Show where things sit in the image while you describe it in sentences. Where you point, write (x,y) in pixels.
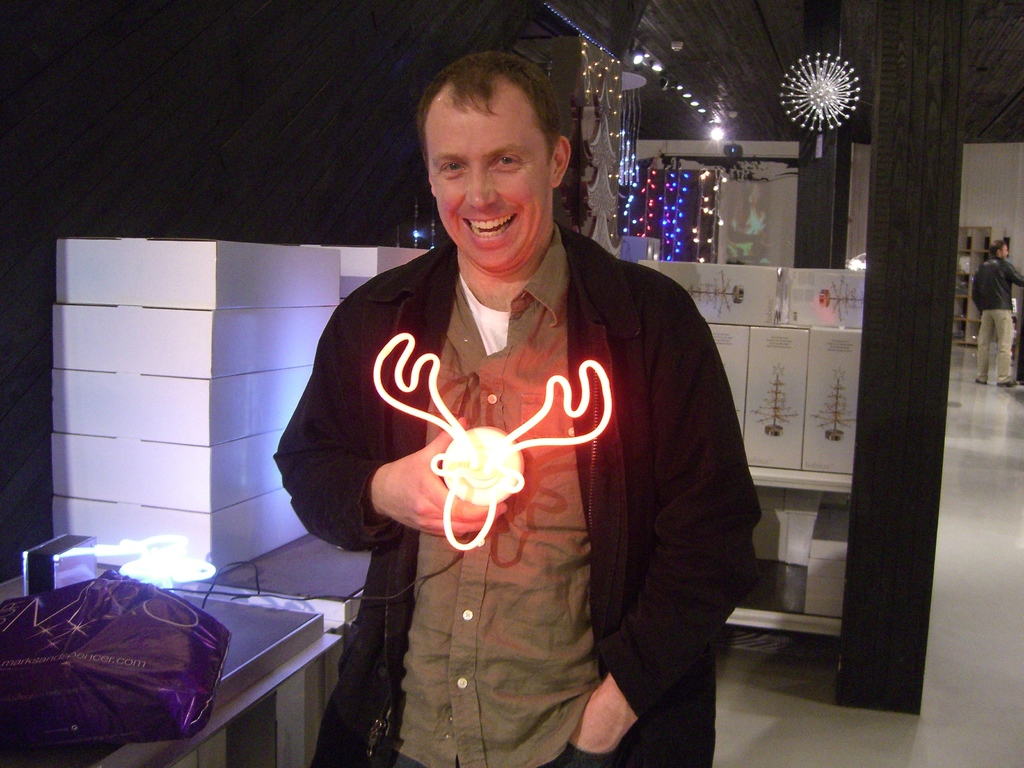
In this image we can see a person (440,482) holding an object (451,506). Beside the person (477,401) there are few objects (242,521) on the table (216,593). Behind the person (711,444) we can see the pillars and few objects (725,337) on the racks (787,358). On the right side of the image (982,238) we can see a person (1010,290) and a rack (967,304). At the top (678,14) we can see a roof (684,116) and lights (624,112).
